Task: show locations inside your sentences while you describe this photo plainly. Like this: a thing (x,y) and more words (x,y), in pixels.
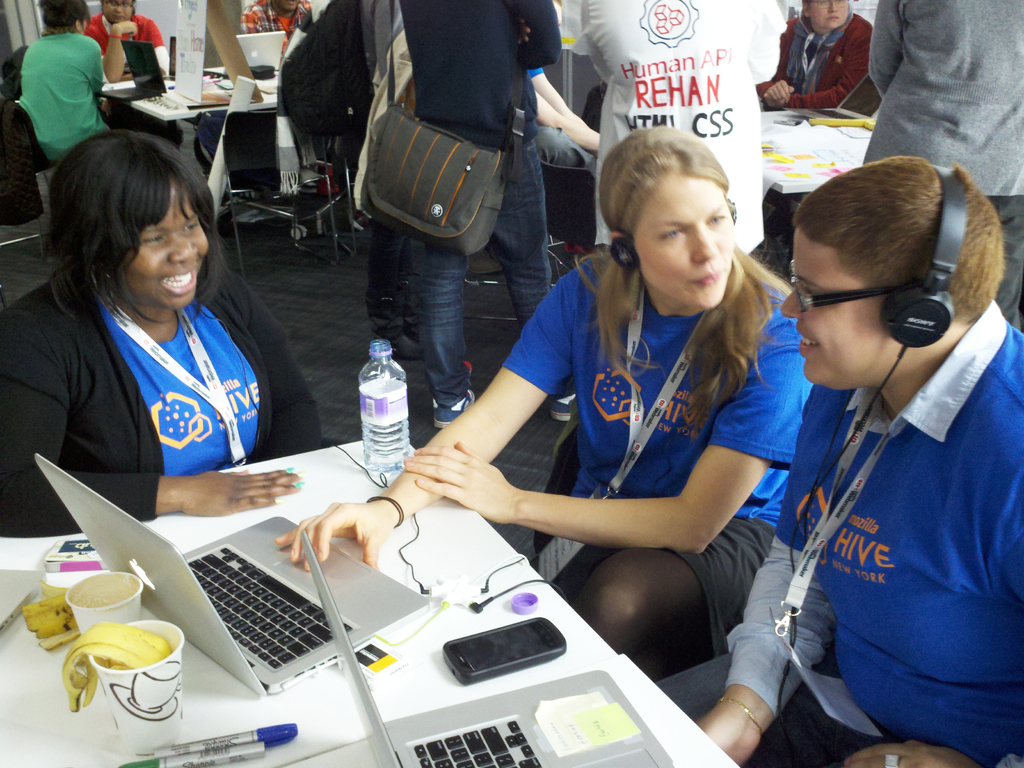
In this image I can see in the middle (652,264) three persons (679,364) are sitting and talking each other. On the left side (325,602) there are laptops (264,633) on the table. At the top (956,123) few people (956,123) are there.
